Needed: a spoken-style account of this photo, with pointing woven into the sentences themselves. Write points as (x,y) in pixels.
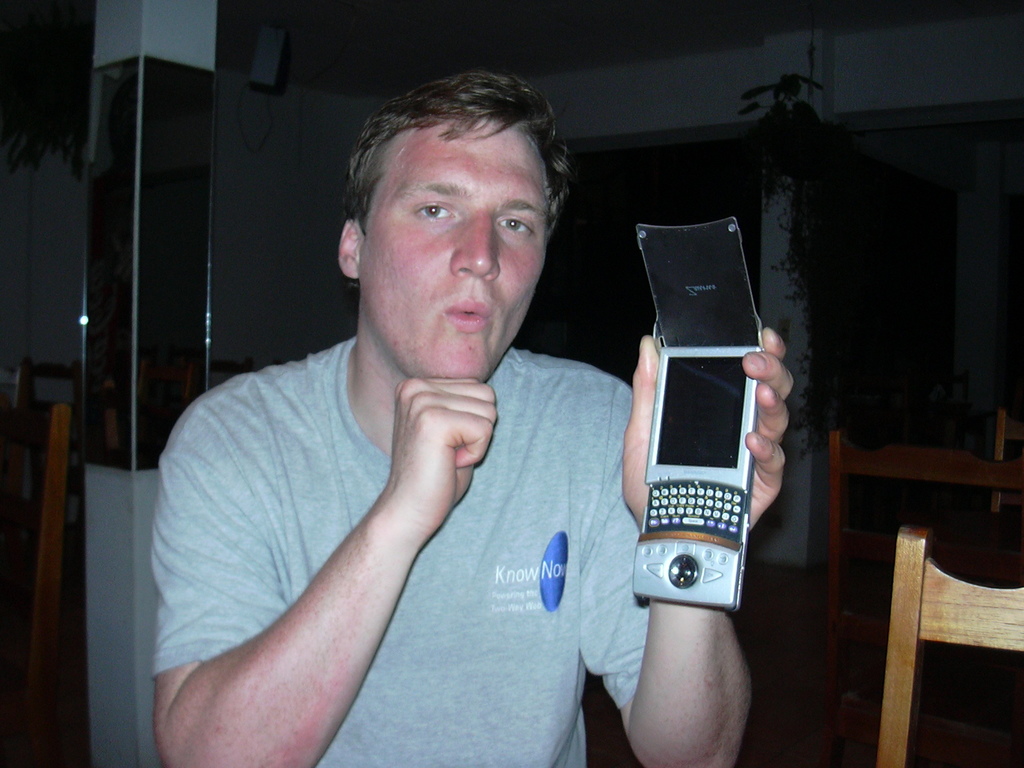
In this image we can see a person (370,509) is sitting on the chair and holding a mobile phone (682,488) in his hands (770,494). In the background (133,197) we can see chairs (945,632) and pillar (112,298).
